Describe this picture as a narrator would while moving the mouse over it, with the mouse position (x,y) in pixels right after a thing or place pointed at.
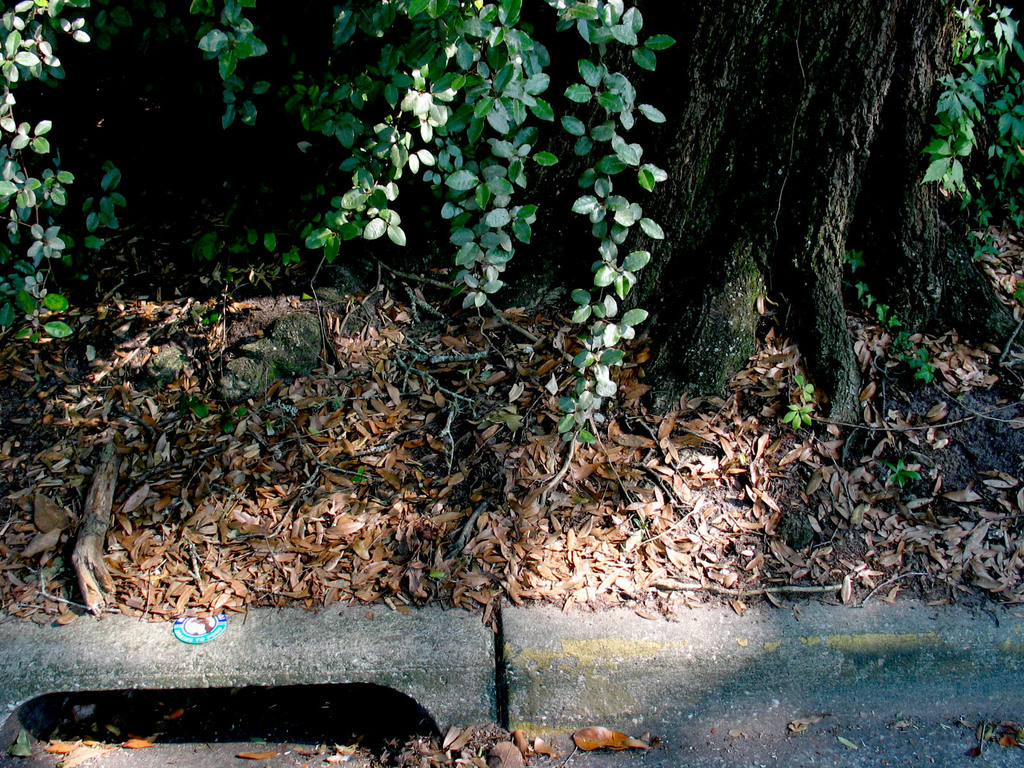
On the surface (388,451) there are dried leaves (516,498). Here we can see branch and green leaves (502,126).
